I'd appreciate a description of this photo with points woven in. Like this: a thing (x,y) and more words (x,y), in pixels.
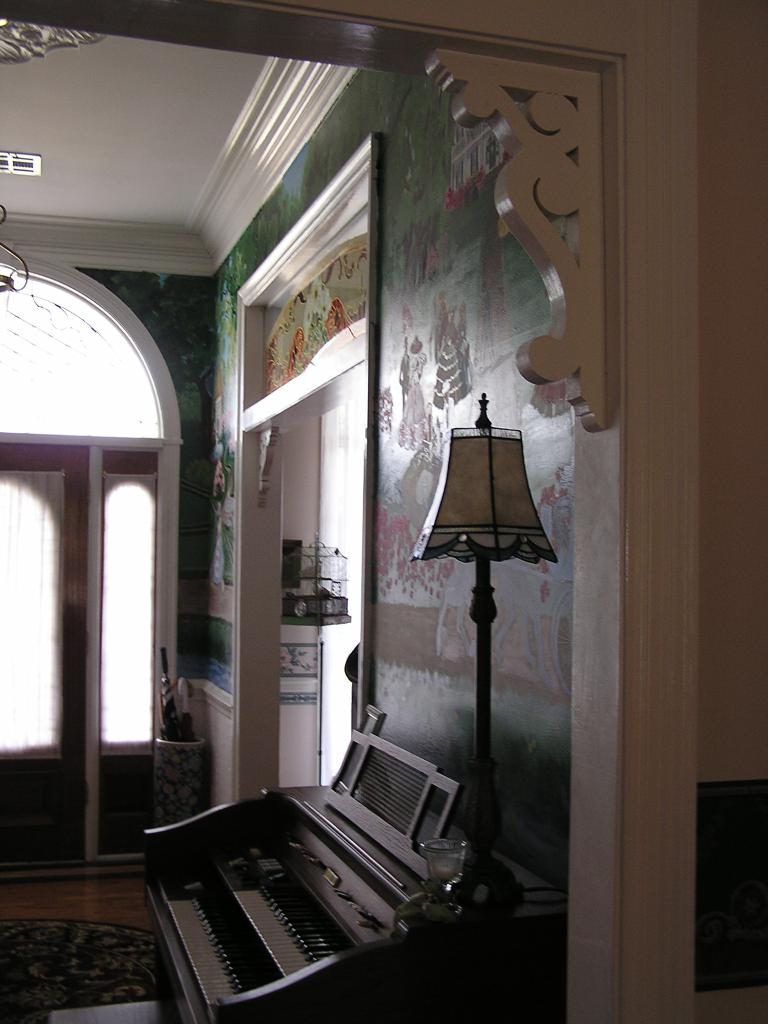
In this image I can see a piano (370,794), lamp (524,514) and a window (17,319) in the room (394,322).
